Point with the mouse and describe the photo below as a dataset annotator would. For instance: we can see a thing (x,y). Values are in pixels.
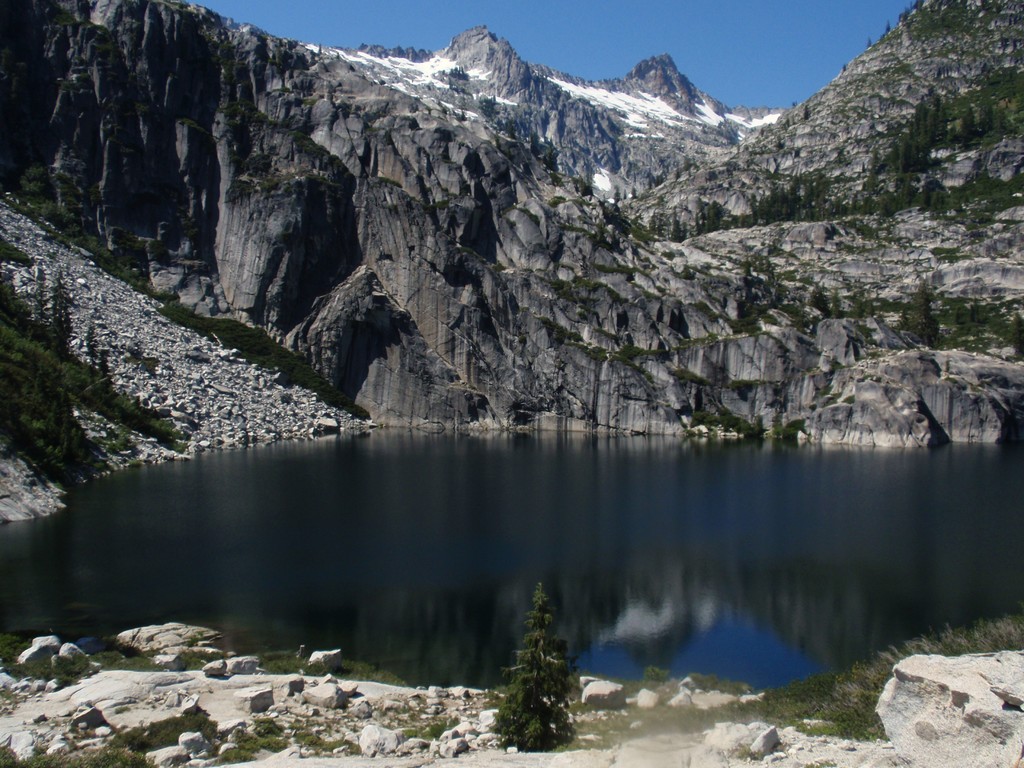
In this image there is a sky (577,35), there are mountains (676,203), there are trees (789,207) on the mountains (935,186), there is a lake (358,501), there are rocks (334,708), there is grass (927,640) towards the right of the image (851,690), there are plants (55,380) towards the left of the image (57,393).
